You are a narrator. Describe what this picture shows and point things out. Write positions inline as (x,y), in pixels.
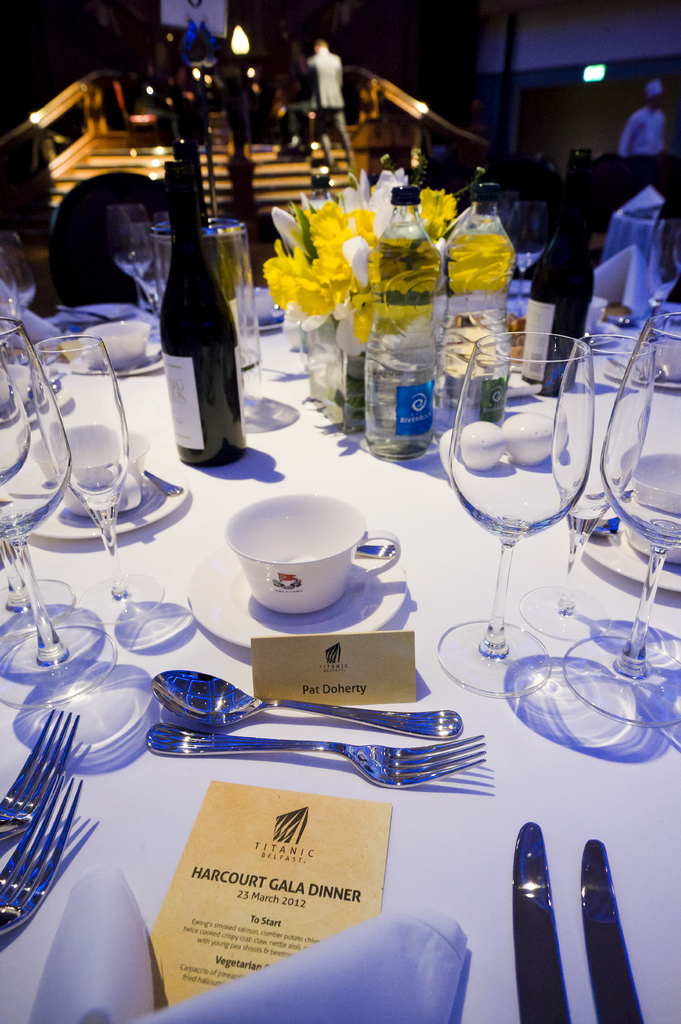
In this image there is a table (609,784) in which there are glass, cup (103,325), saucer (290,621), name paper (294,639), menu card (270,820) or invitation (221,924), fork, spoon (399,719), knives (519,1017), small plant (359,381), bottle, wine bottle (188,305) and in back ground (57,157) there are stair case (84,159) and person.
